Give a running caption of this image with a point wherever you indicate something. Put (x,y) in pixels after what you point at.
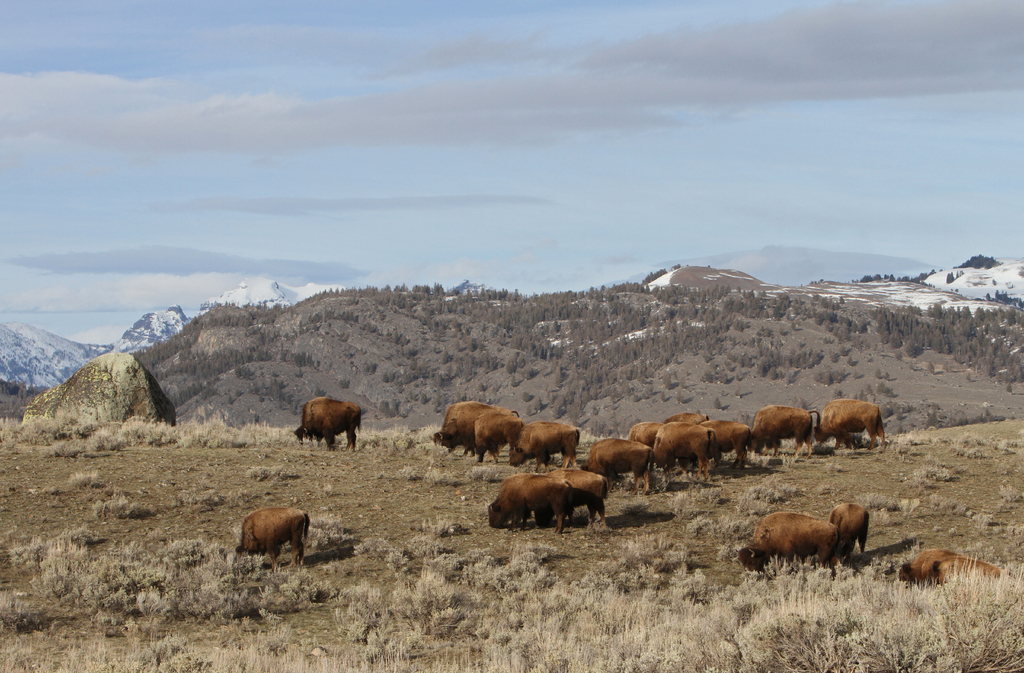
There are animals (573,503) in the foreground (765,431) on the dry grassland (276,601) and there are trees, mountains (417,310) and sky (379,253) in the background area (495,296).
